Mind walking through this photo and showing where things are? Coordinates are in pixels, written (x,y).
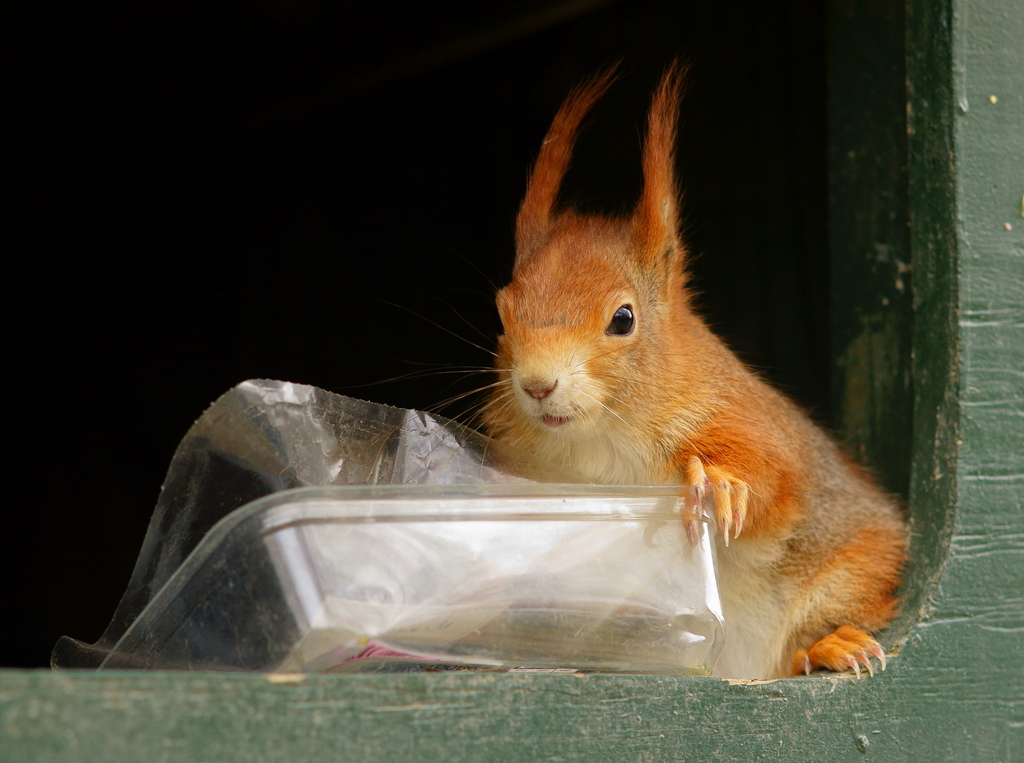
There is a squirrel (572,114) and a plastic wrapper (294,482) in the center of the image (628,460), it seems like a wooden border (676,690) at the bottom side (714,693).
